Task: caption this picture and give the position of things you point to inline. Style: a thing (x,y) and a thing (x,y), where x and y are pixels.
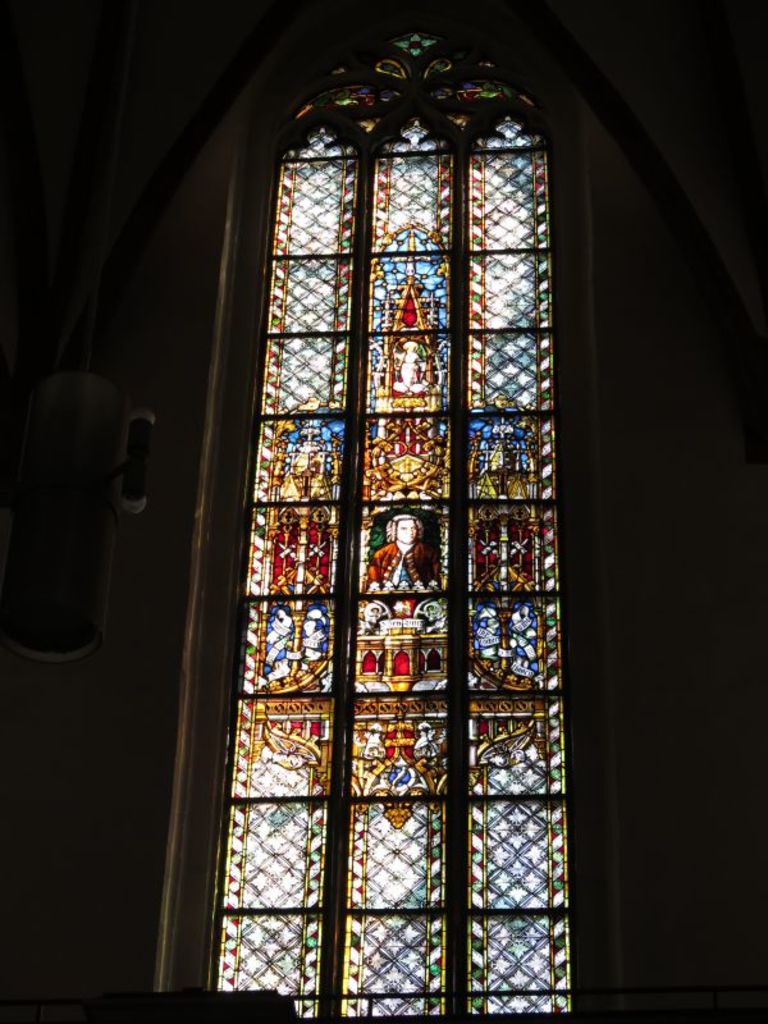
In this picture I can see the inside view of a building (523,411). In the front of this picture (313,323) I can see the windows (310,610) on which there is art (486,393), which is colorful and I see that this image is a bit in dark.
